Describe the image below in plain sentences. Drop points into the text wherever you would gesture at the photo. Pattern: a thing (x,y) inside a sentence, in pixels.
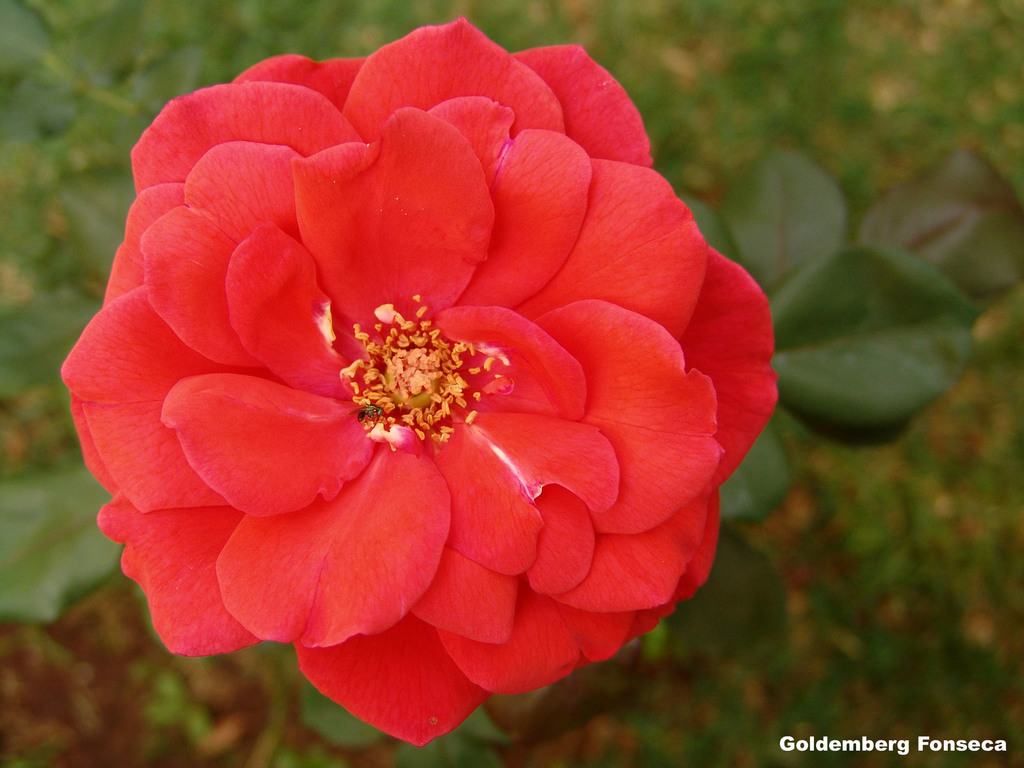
In this image, we can see a flower (508,226) and some leaves (836,207). There is a text (868,744) in the bottom right of the image (957,748). In the background (859,523), image is blurred.
